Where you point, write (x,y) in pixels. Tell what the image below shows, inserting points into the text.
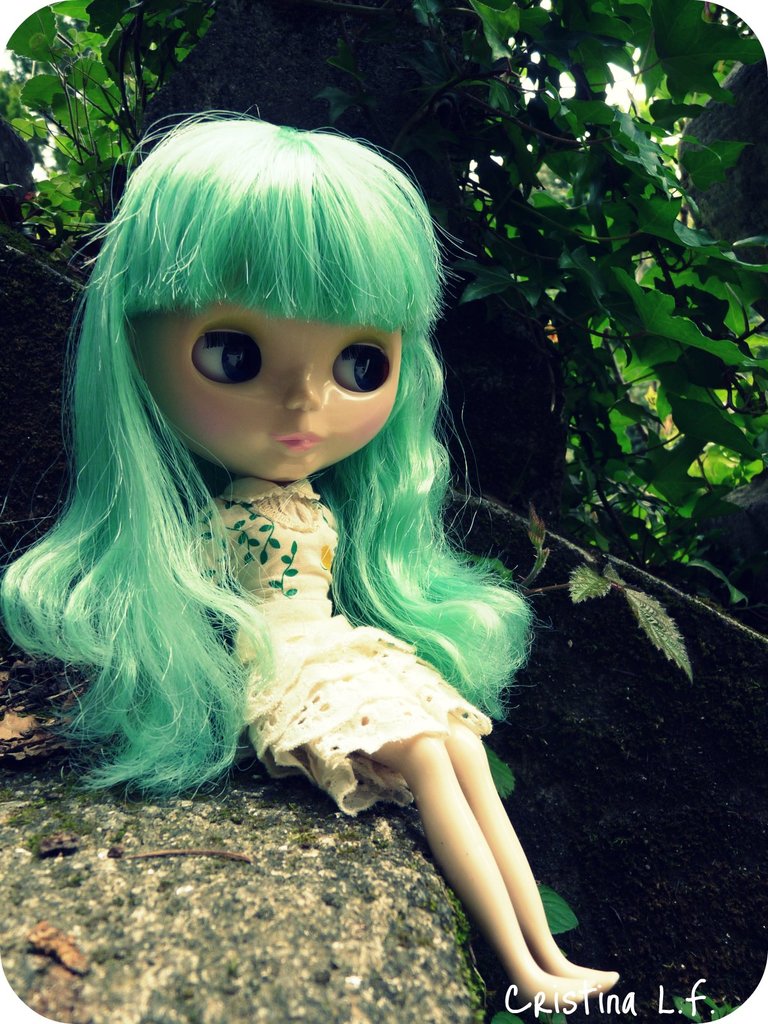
In this image we can see a toy (239,670) sitting on the rock (443,879). In the background (481,58) we can see leaves (610,326). At the bottom of the image (678,1011) we can see something is written on it.
